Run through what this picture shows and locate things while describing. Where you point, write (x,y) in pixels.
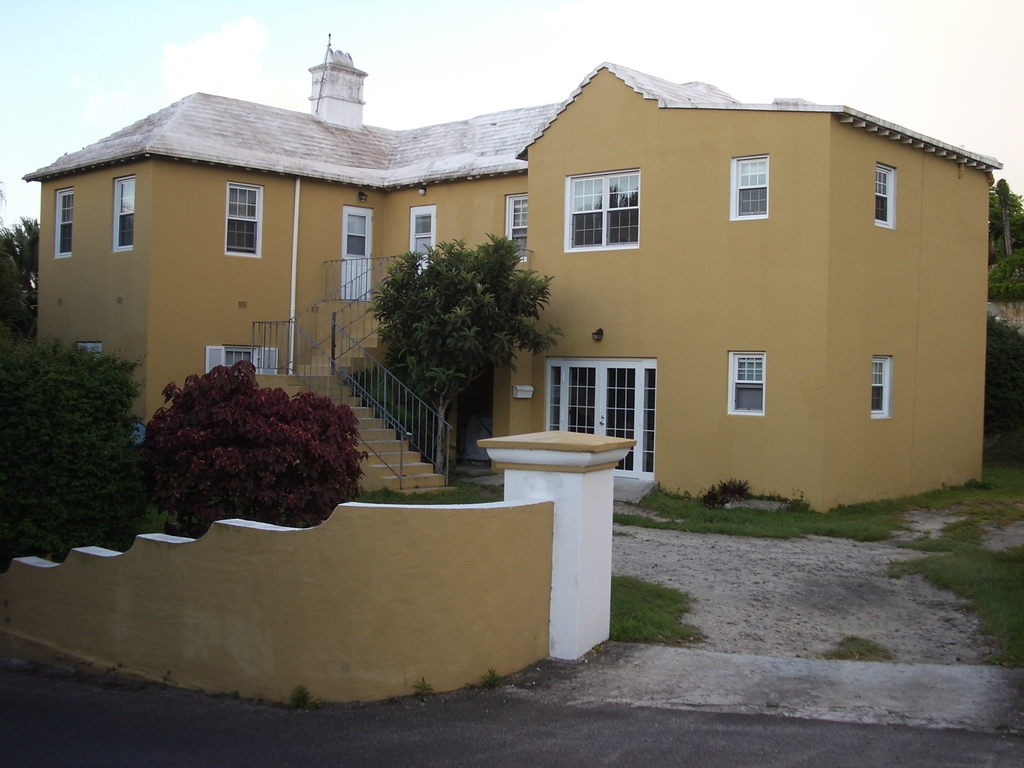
In this picture we can see a few bushes (281,458), a pillar (576,507) and a wall (195,566) on the left side (196,659). Some grass (635,606) is visible on the ground (807,639). A tree (443,377) is visible on the ground (400,496). There are some railings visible on the stairs (404,451). We can see a building (837,341). There are a few windows (232,231) and glass objects (584,193) are visible on this building (310,127). We can see a few trees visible in the background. Sky (175,56) is blue in color and cloudy.
